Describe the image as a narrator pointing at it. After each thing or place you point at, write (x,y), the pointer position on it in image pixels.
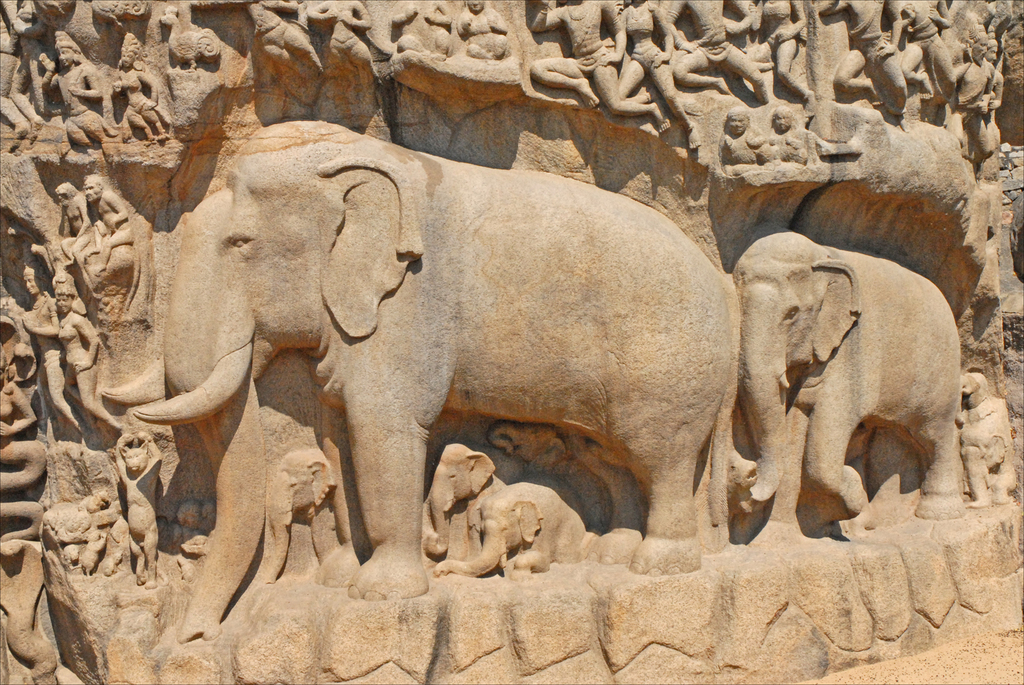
In this picture we can see sculptures (404,552) on the platform (441,579).
